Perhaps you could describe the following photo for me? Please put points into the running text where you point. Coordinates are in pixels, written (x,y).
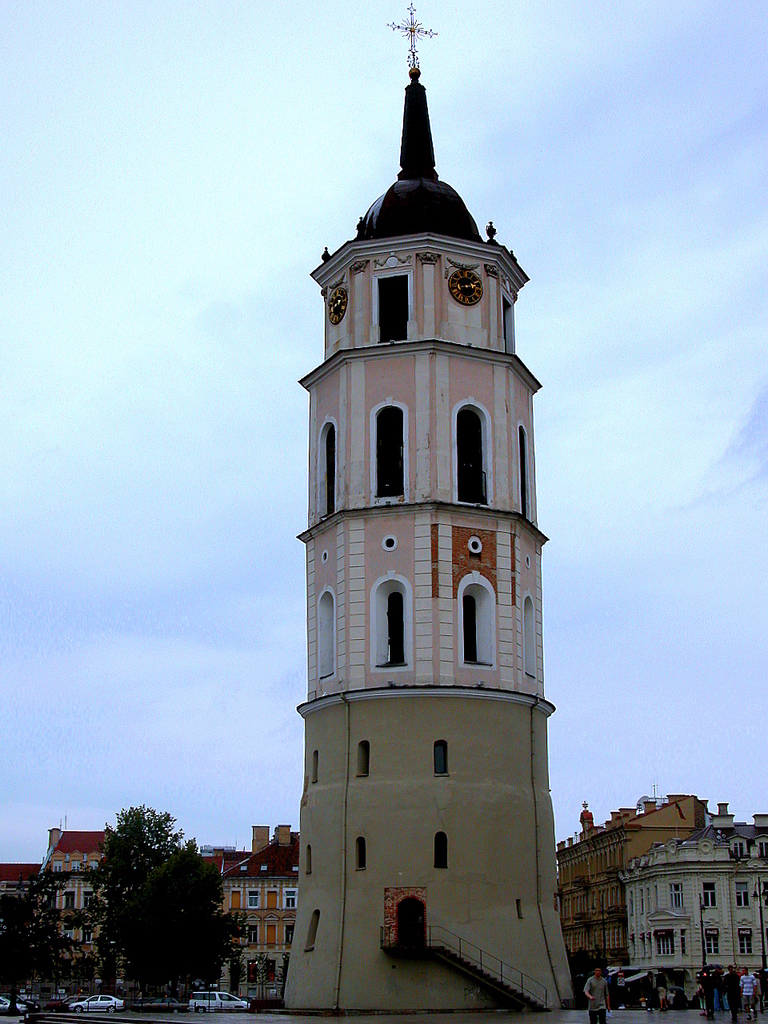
In this image I can see number of buildings (417,883). On the left side of the image (155,903) I can see few trees (146,938) and few vehicles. On the right side of the image (734,982) I can see few people (767,979) are standing on the road (762,1023). In the background (28,760) I can see clouds (272,320) and the sky (258,497).
